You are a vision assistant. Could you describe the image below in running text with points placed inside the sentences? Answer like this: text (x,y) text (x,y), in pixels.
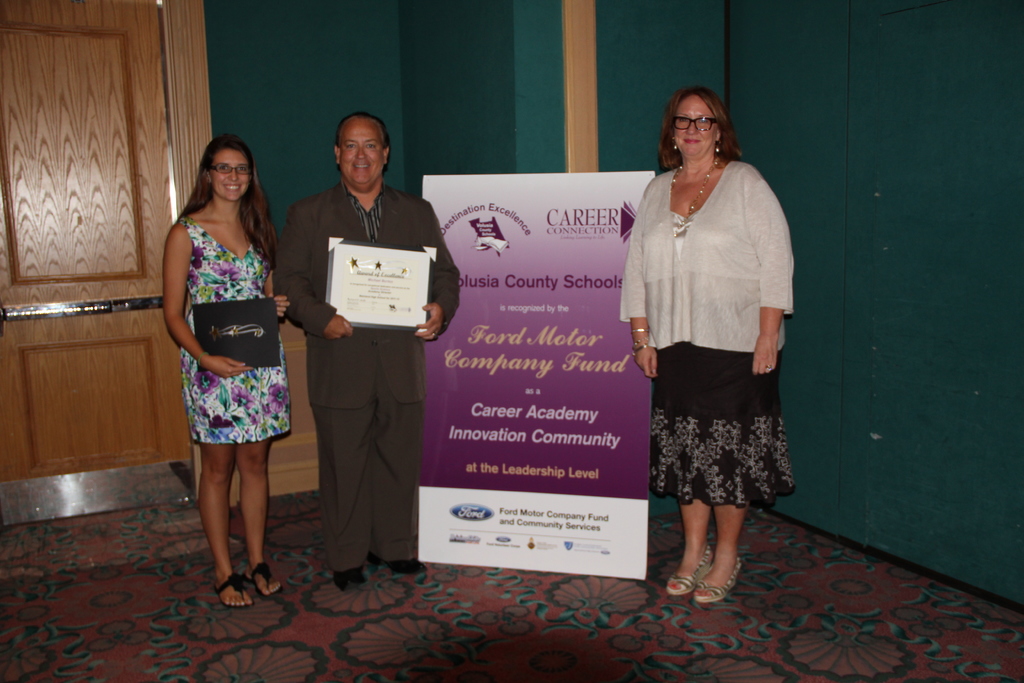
In the center of the image (421,325) there are three persons (728,127) standing. There is a banner (467,312). In the background of the image (658,112) there is a green color wall (552,74). To the left side of the image (15,168) there is a door (65,426). At the bottom of the image (377,641) there is carpet (399,648).
